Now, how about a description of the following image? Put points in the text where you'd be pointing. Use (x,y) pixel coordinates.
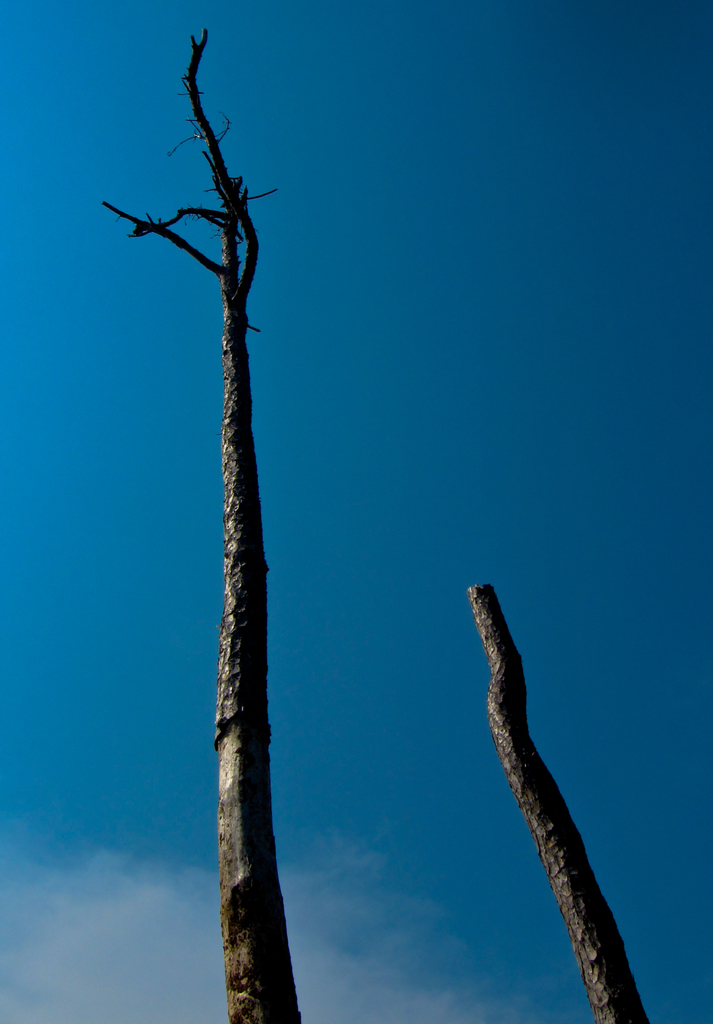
In the picture we can see two dried tree branches (608,1004) and behind it we can see a sky (341,660) with clouds (137,965).
